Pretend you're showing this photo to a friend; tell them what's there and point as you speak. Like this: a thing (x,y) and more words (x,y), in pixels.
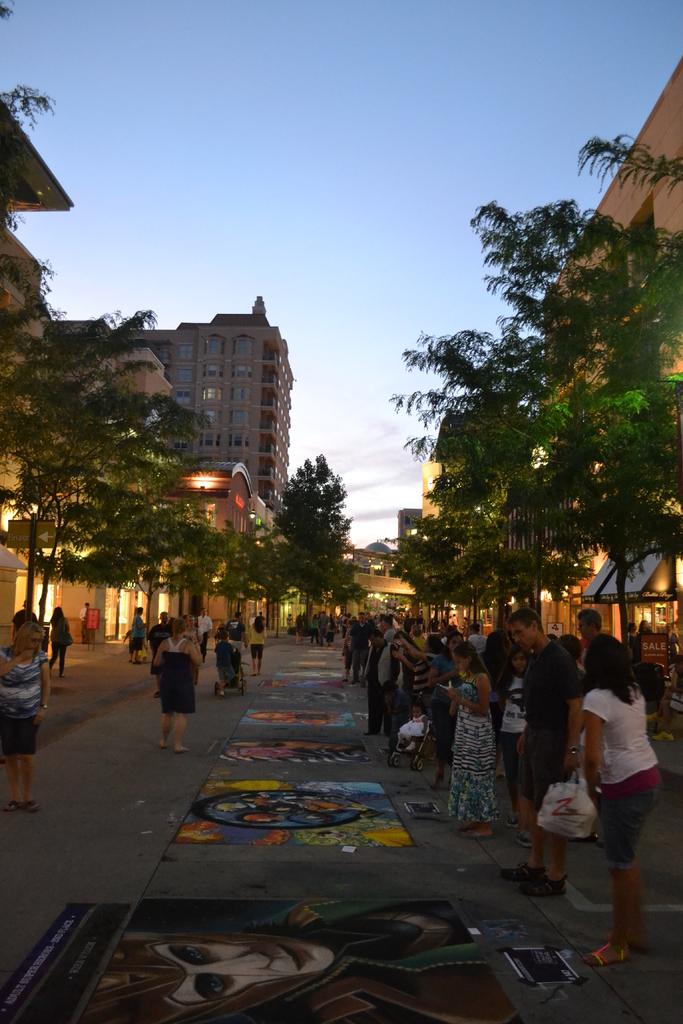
In this image, I can see groups of people (472,659) standing and few people (253,653) walking. These are the paintings (280,805) on the road (304,656). I can see the trees (212,541). These are the buildings (223,423) with the windows (221,374) and lights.
